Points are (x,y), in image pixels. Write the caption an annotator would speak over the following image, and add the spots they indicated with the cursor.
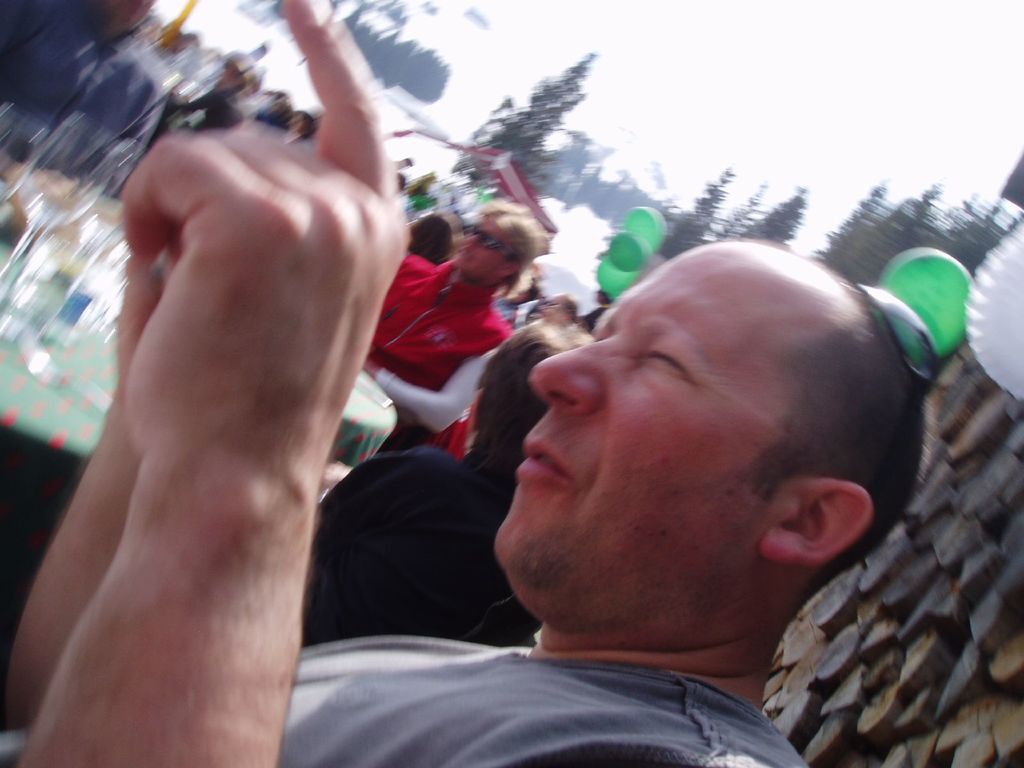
In the image we can see there are many people (520,367) wearing clothes (421,444). These are the balloons (612,250), trees (847,232) and a sky (912,43). The background (925,41) is blurred.
